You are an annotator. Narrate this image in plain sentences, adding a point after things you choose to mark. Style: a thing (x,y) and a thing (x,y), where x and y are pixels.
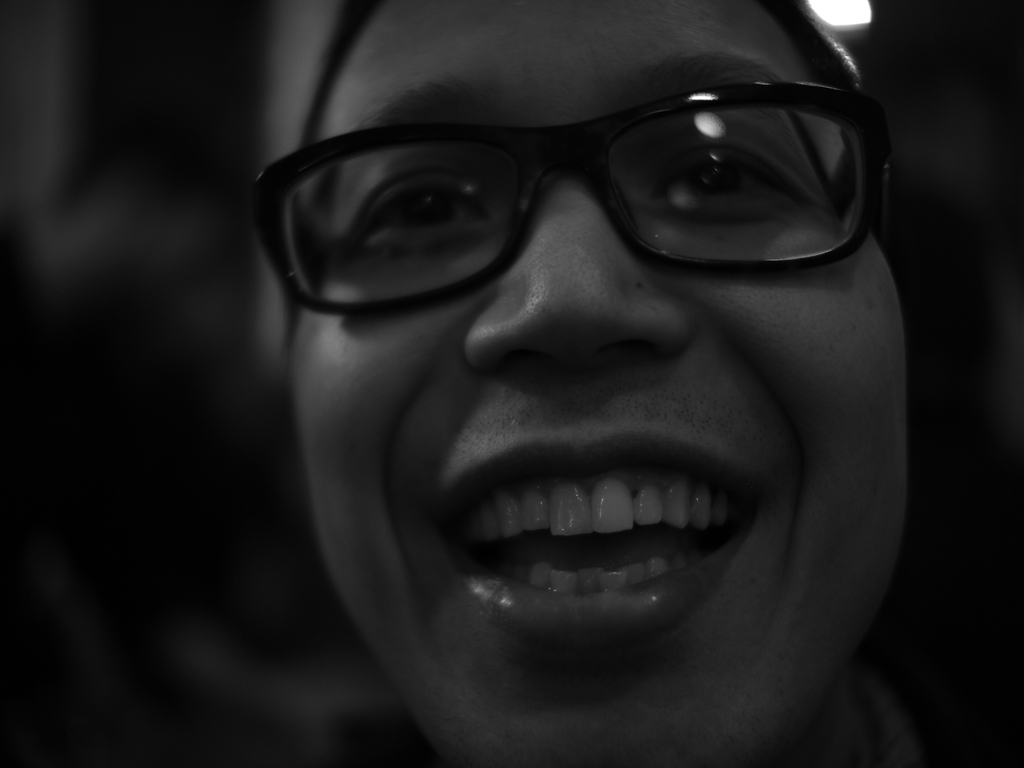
This is a black and white image. In this image, we can see face (693,203) of a person (746,247). In the background (972,80), we can see black color.
